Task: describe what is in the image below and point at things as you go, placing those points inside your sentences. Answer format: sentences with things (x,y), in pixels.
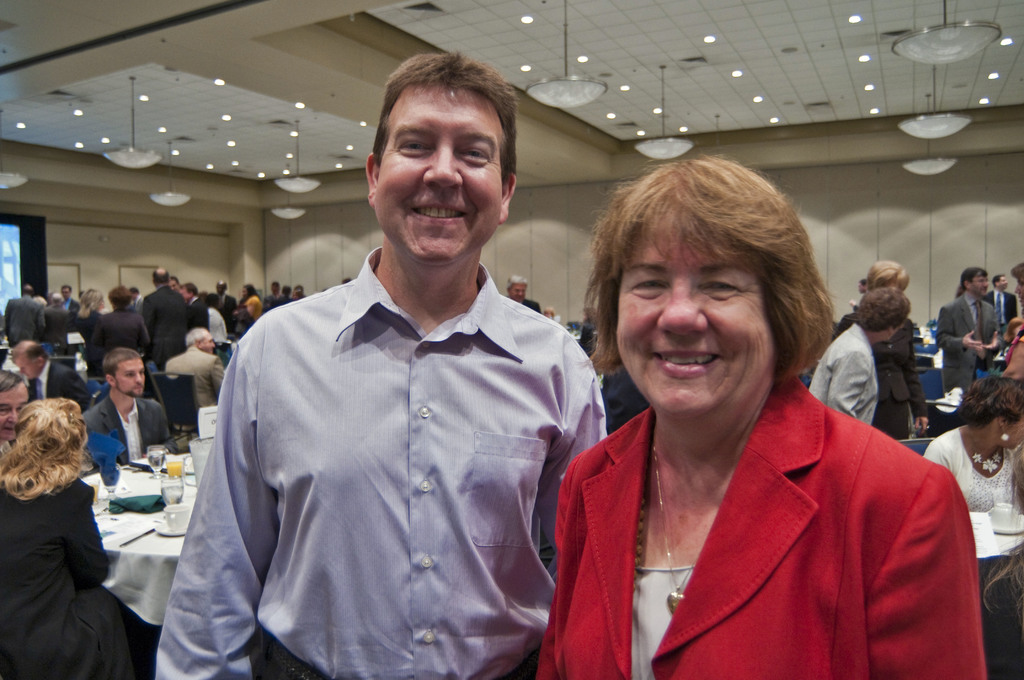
In the image there are two people (486,470) standing in the front (588,521) and laughing, behind them there are some people (128,407) sitting around the tables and on the tables (132,476) there are cups (175,515), glasses (176,473) and other items (117,454) and around them there are many people (21,310) standing and discussing. In the background (132,241) there is a wall (942,257).
